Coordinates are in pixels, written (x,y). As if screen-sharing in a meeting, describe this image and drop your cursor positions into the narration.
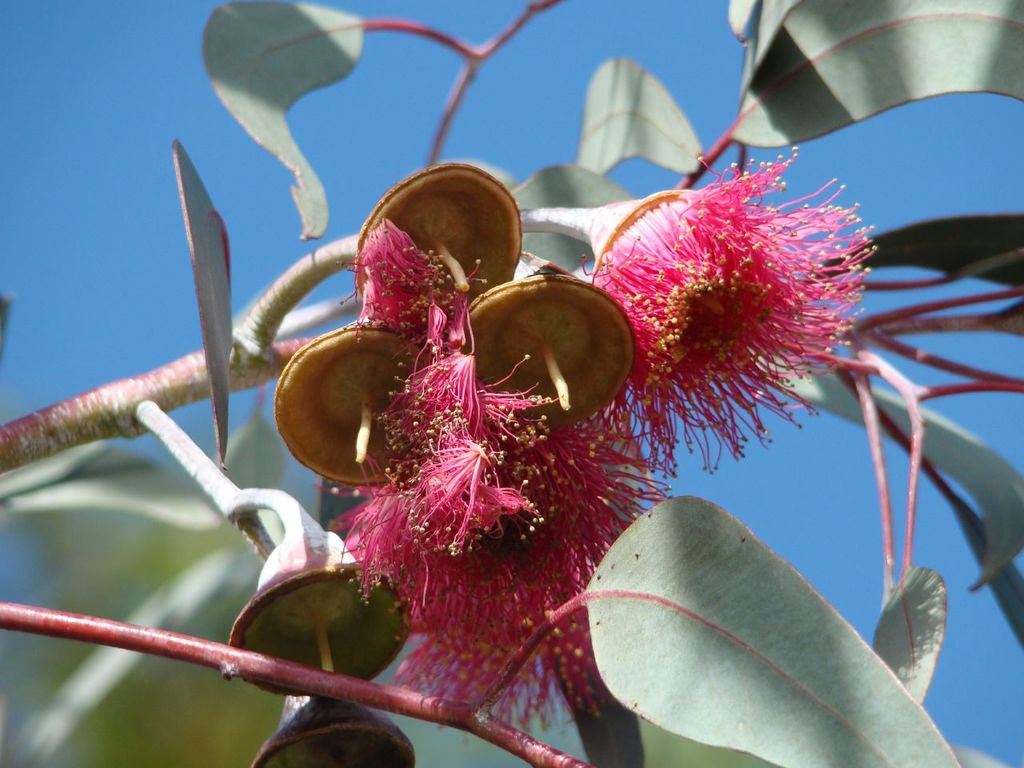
Here we can see flowers (689,401), stem (260,362) and leaves (534,182). Background (90,249) there is a sky (99,236). Sky (99,236) is in blue color.
